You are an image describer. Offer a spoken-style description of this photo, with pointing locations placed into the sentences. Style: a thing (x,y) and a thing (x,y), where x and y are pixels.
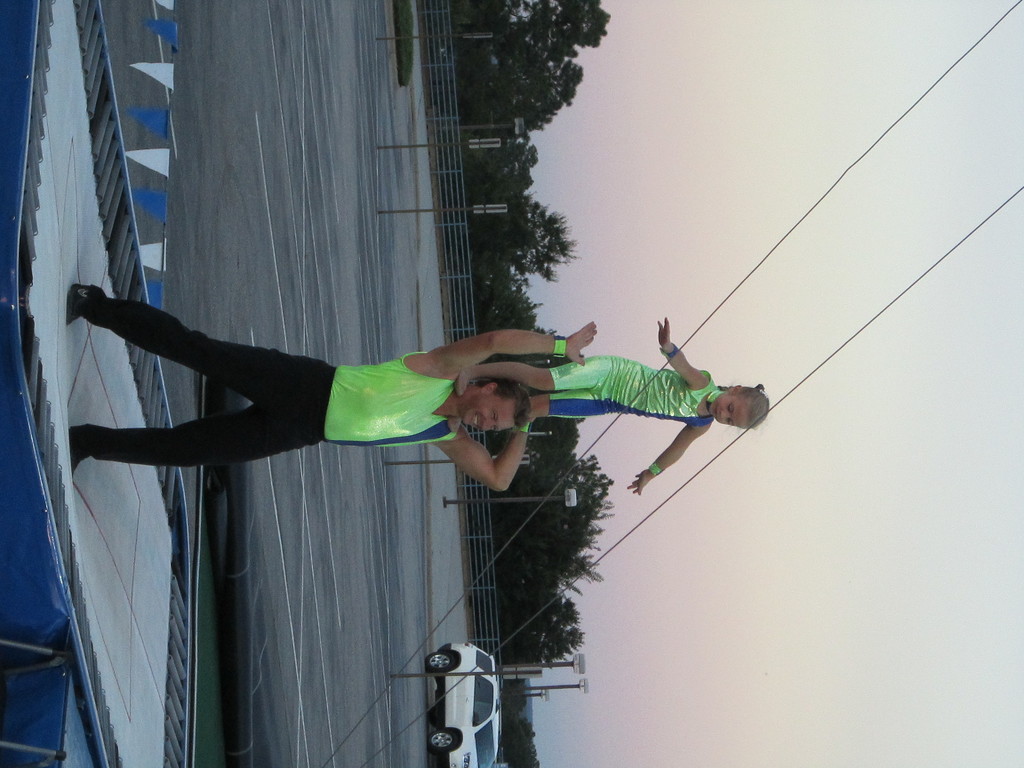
In this image there is a girl (608,371) standing on the person's shoulder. At the bottom of the image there is a mat (159,708). There is a metal frame (163,399). There is a decorative item (144,253). There are tapes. In the background of the image (477,174) there are boards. There is a car (480,664) on the road (417,684). There is a metal fence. There are trees (495,270). At the top of the image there is sky (834,610).
